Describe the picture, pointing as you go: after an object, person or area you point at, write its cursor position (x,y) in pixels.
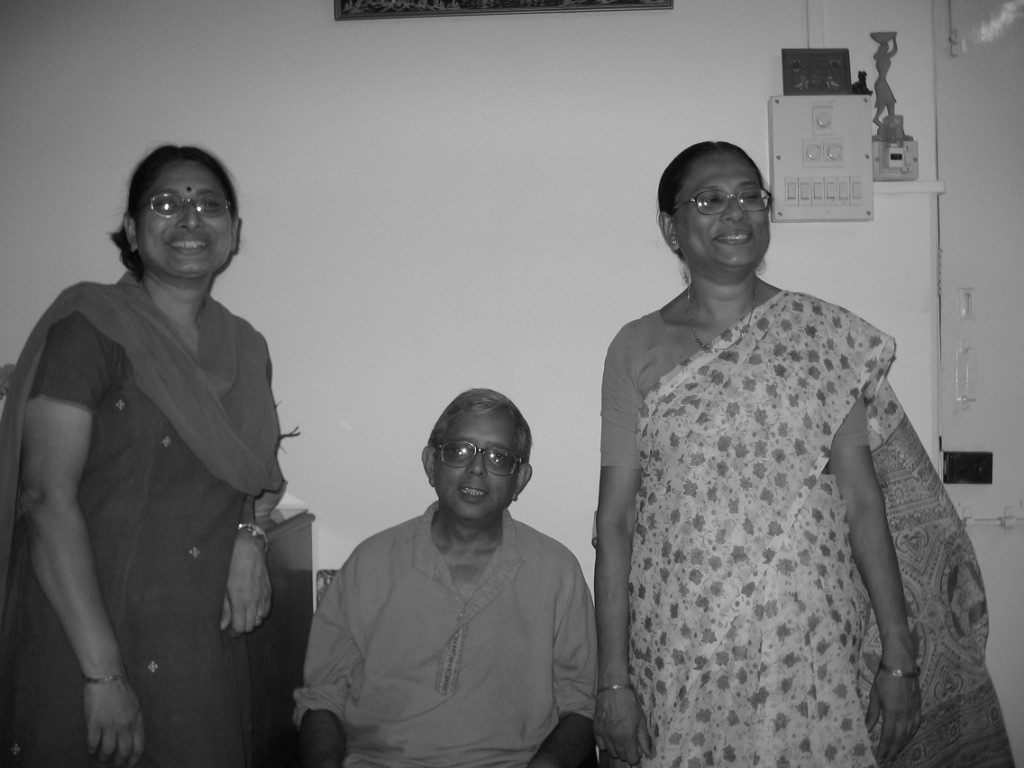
In the center of the image (478,475) a man (409,638) is sitting on a chair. On the left (160,454) and right side of the image (830,521) there are two ladies (235,359) are standing. On the right side of the image (971,159) we can see the door (976,143), sculpture (895,122), circuit board (847,150), switches (853,194), frame (600,8) are present. In the background of the image (453,199) wall (453,217) is there. On the left side of the image (270,555) table (292,556) is present.
